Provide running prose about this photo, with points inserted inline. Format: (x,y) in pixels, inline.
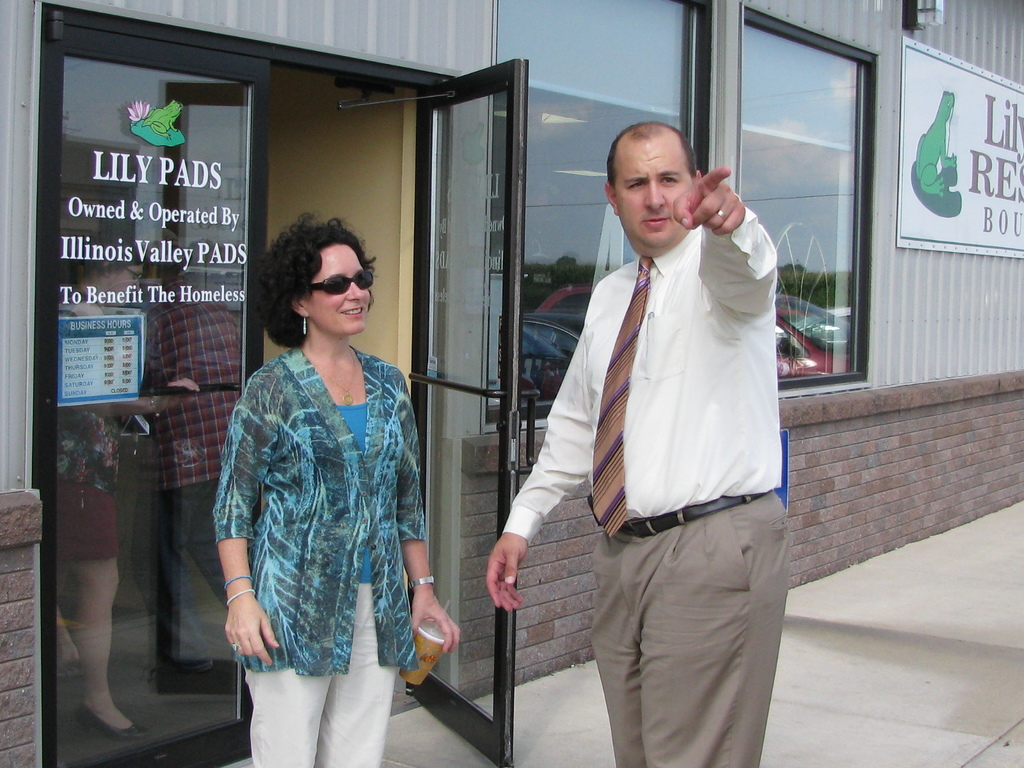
In this picture I can observe a man (629,425) and woman (357,259) in the middle of the picture (629,486). In the background (667,83) I can observe building (531,141).
